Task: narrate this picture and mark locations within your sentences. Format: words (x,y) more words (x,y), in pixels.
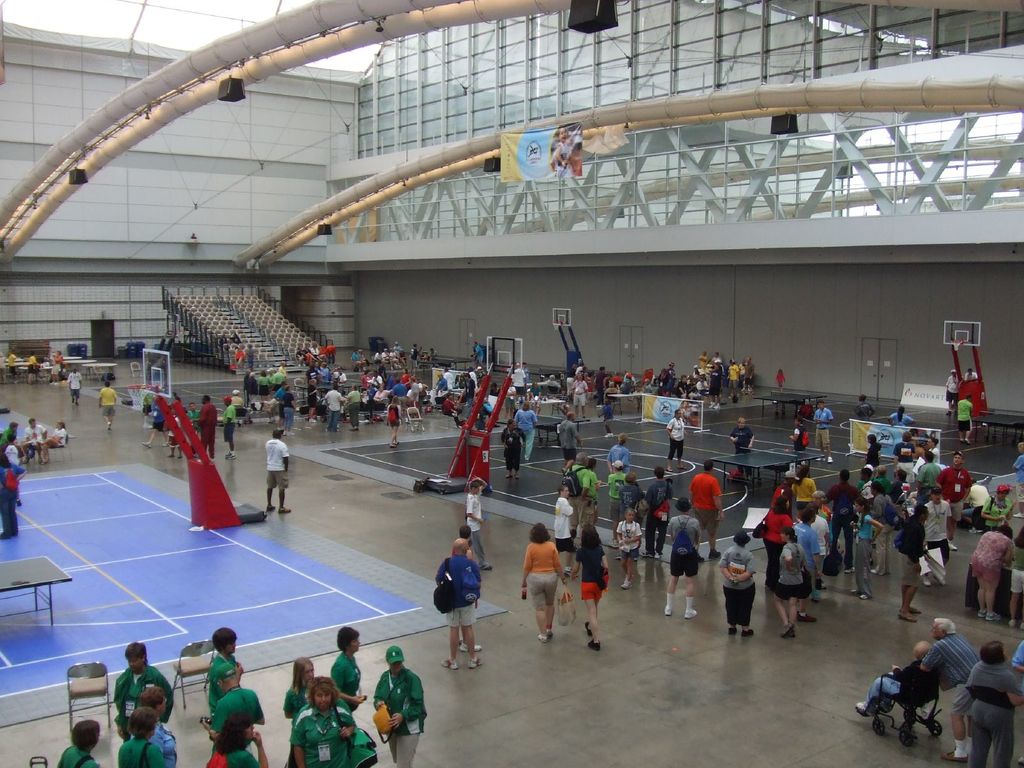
In this picture we can see two courts (697,470), few people (567,429) are playing, around we can see some people (694,497) are standing and watching and we can see some staircases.
